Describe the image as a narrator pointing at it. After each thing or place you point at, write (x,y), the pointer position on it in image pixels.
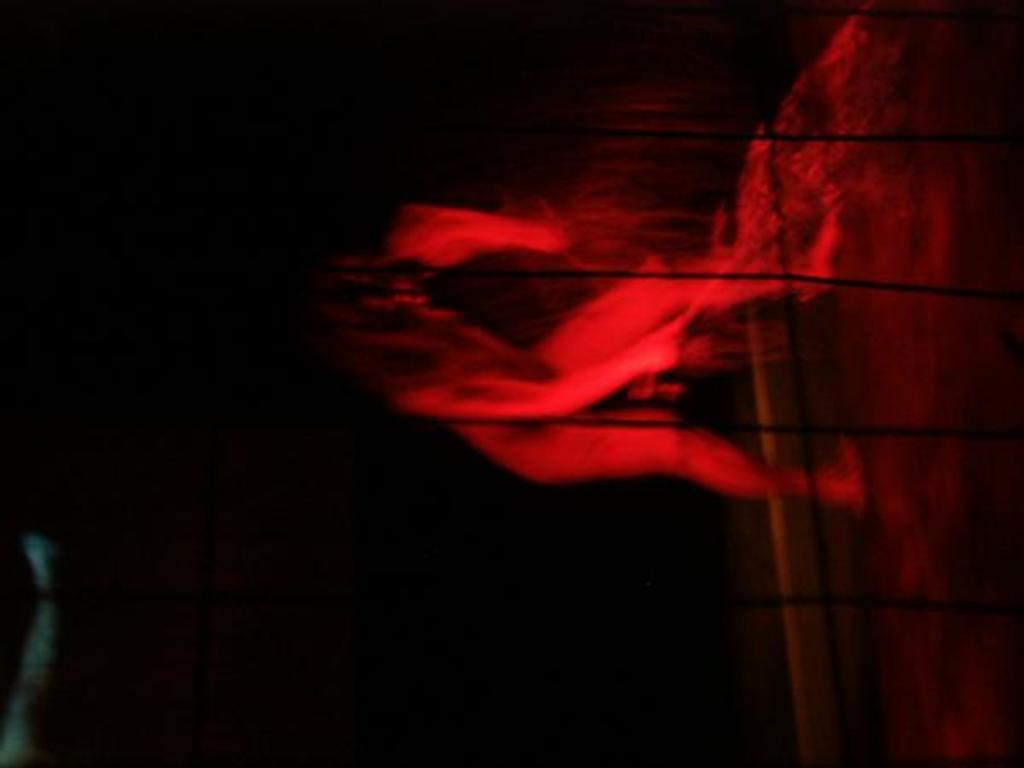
As we can see in the image there is a person (463,424) and mic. The image is little dark.
